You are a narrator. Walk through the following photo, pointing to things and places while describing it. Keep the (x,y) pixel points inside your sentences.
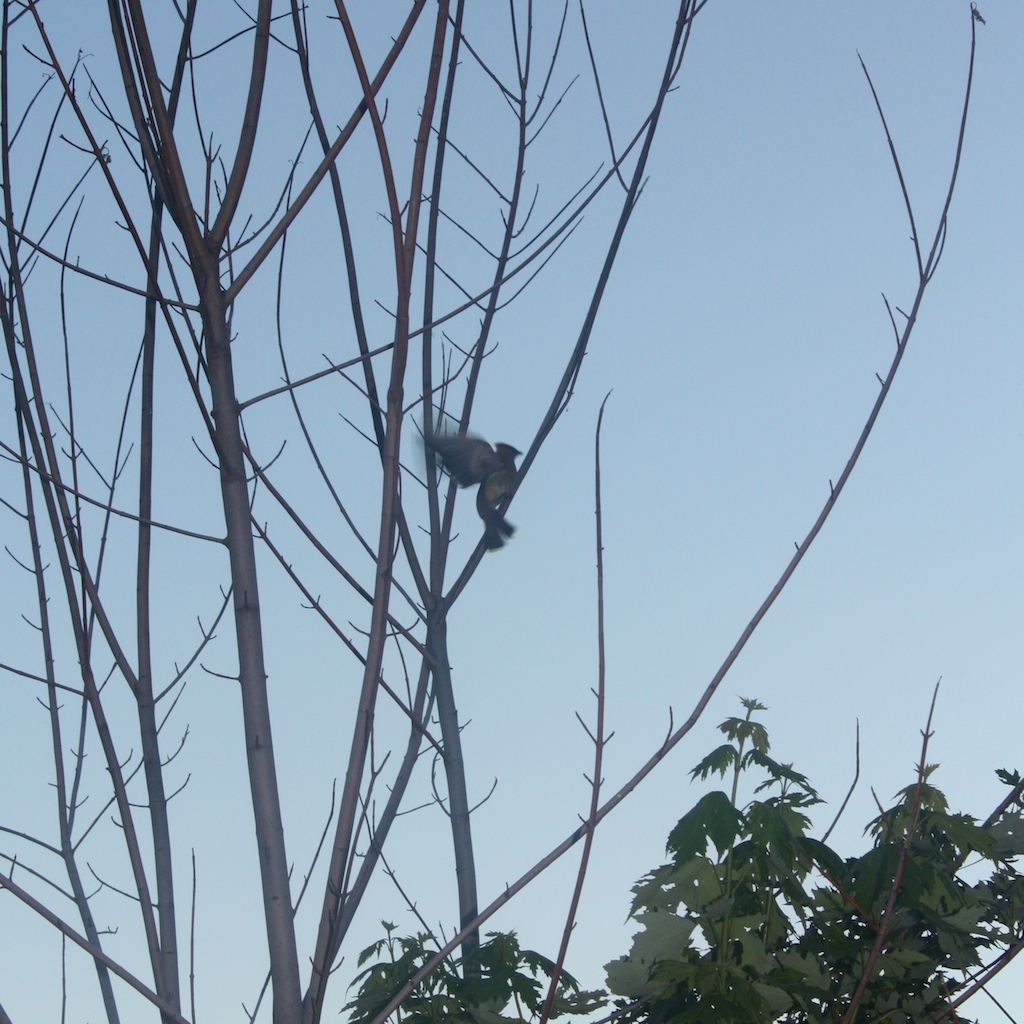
This picture is clicked outside the city. In the center (487,490) there is a bird (487,490) on the stem (658,111) of a tree (345,924) and we can see the plants (800,865) and there is a sky (664,427) in the background (644,393).
